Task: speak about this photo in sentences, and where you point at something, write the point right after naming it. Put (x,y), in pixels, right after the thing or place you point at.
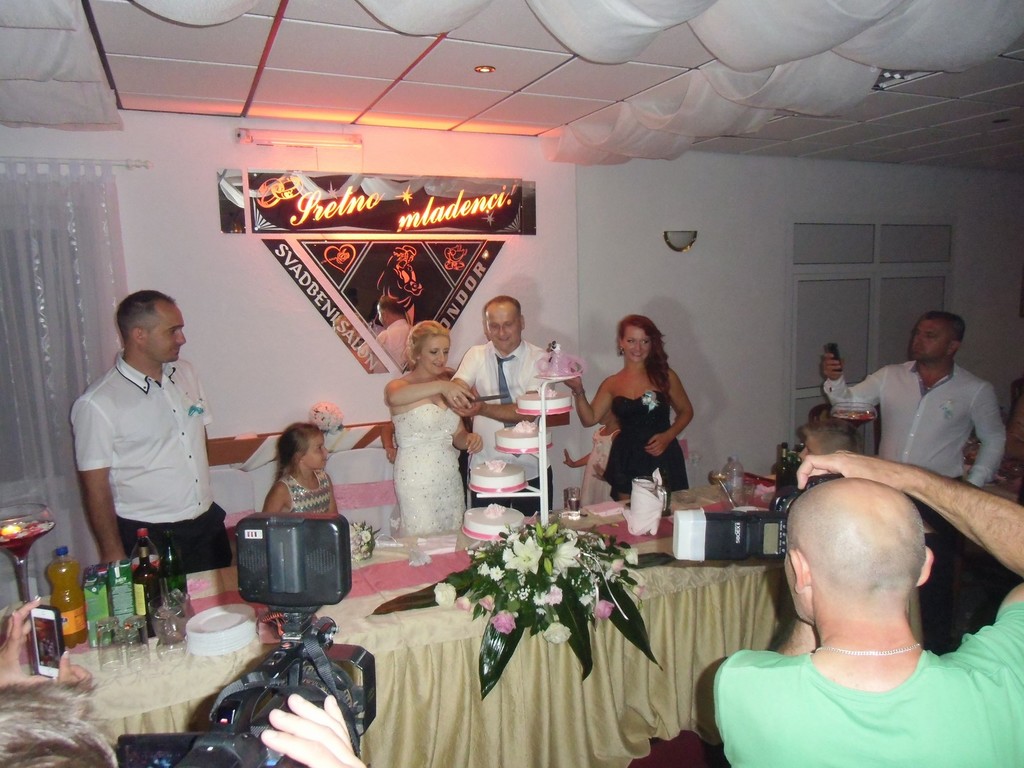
In this image there is a woman (402,464) and a man (508,352) cutting a cake (539,397) in front of them on a table (554,514), on the table (367,562) there are some other objects (134,580), besides the couple (427,388) there are a few people (662,410) standing and clicking pictures, in front of the image there is a person (863,486) holding a camera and clicking pictures, beside him there is another person (75,741) holding a camera (229,692) and taking a video, in the background of the image (355,307) on the wall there are decorative banners (380,241), curtains (28,275) on the windows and a lamp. At the top of the image (511,96) there is false ceiling (586,99).
